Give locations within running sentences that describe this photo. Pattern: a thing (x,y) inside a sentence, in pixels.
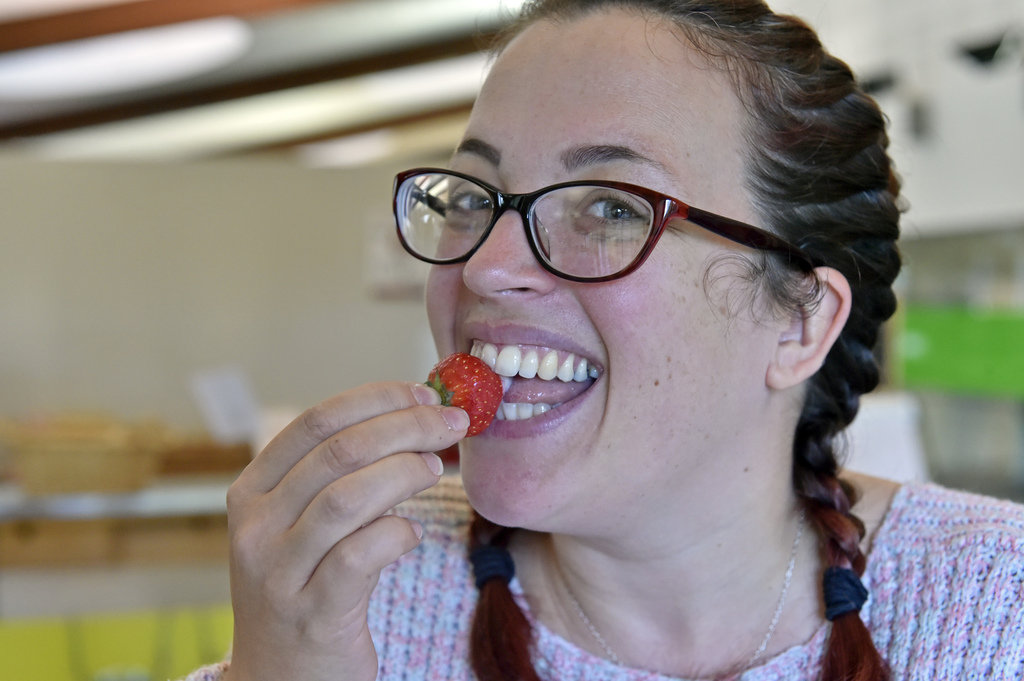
In this image we can see a person (654,484) eating a strawberry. We can see few lights (402,98) in the image. There is a blur background (354,203) in the image.
